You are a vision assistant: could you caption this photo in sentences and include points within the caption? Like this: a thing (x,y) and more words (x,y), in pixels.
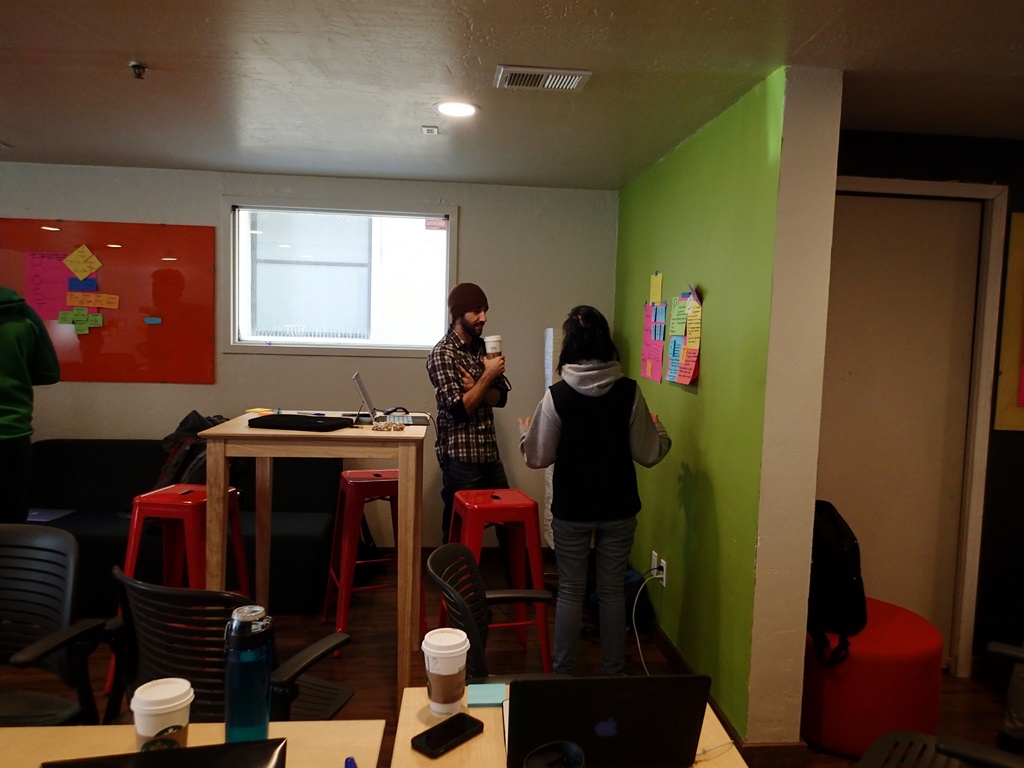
There are two persons (591,410) standing in front of a green wall (749,346) which has some papers (679,327) pasted on it and there is a table (370,427) behind them which has some objects (353,416) on it.
